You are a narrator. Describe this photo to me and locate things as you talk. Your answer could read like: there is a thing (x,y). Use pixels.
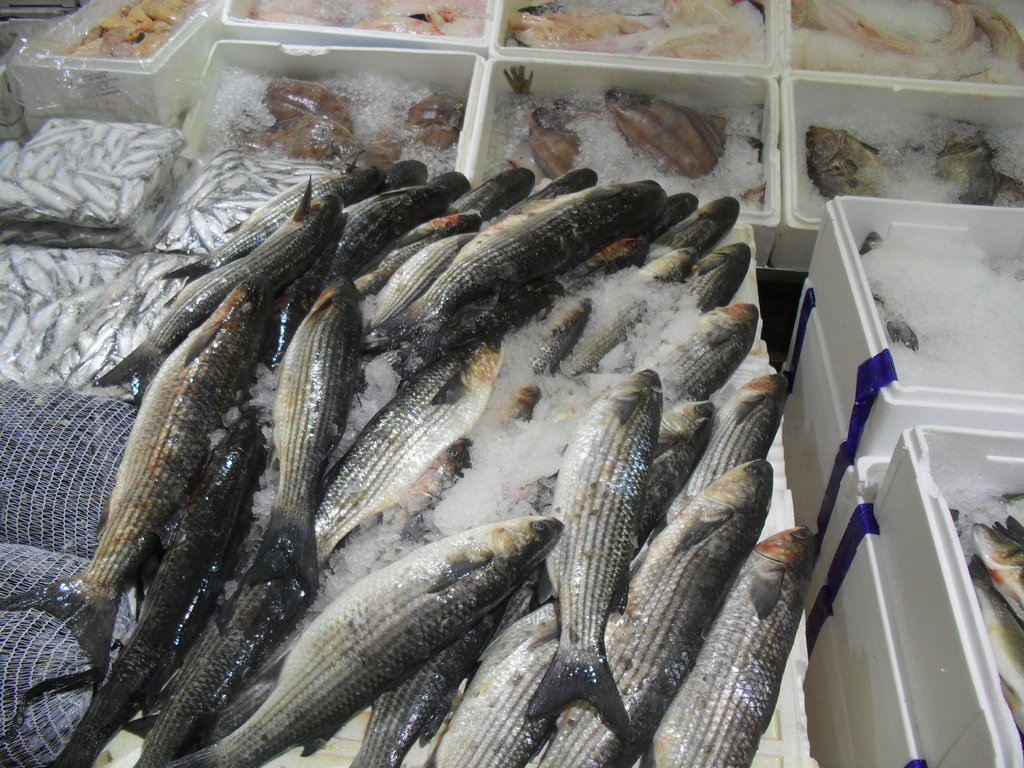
In this image we can see fishes (419,458), ice (498,517) and objects (106,236) on a platform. There are fishes (449,131) and ice (446,151) in the boxes (272,32).
